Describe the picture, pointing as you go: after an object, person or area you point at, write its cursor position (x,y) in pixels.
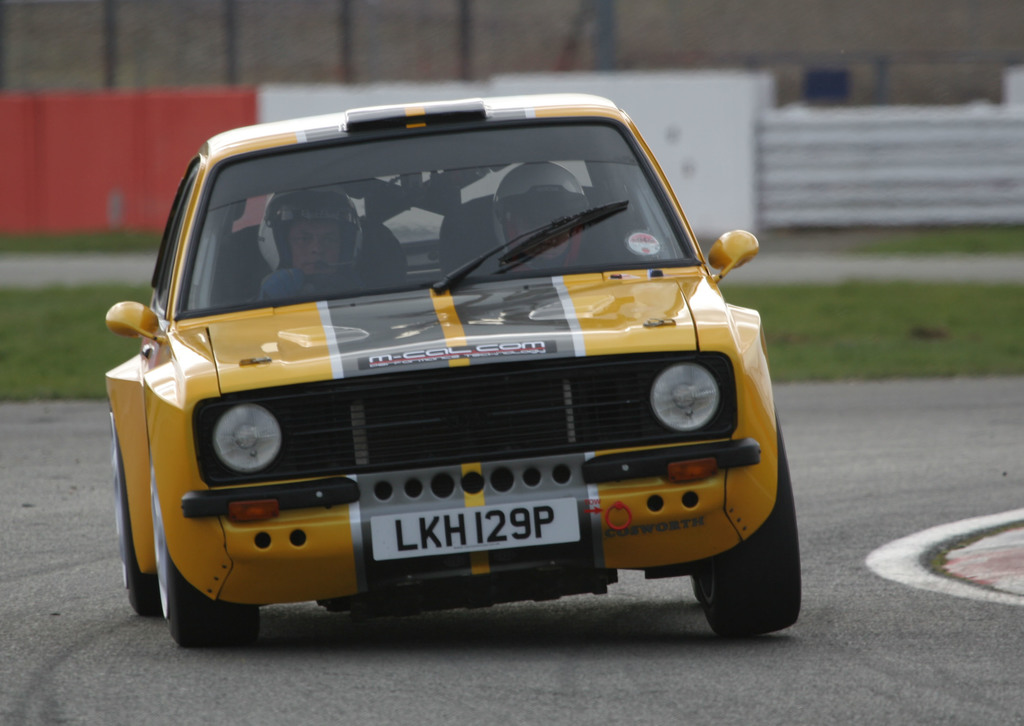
There is a car (236,633) on the road (531,682) and there are two persons (297,277) inside a car (573,275). Here we can see grass (932,369) and there is a blur background (993,32).
